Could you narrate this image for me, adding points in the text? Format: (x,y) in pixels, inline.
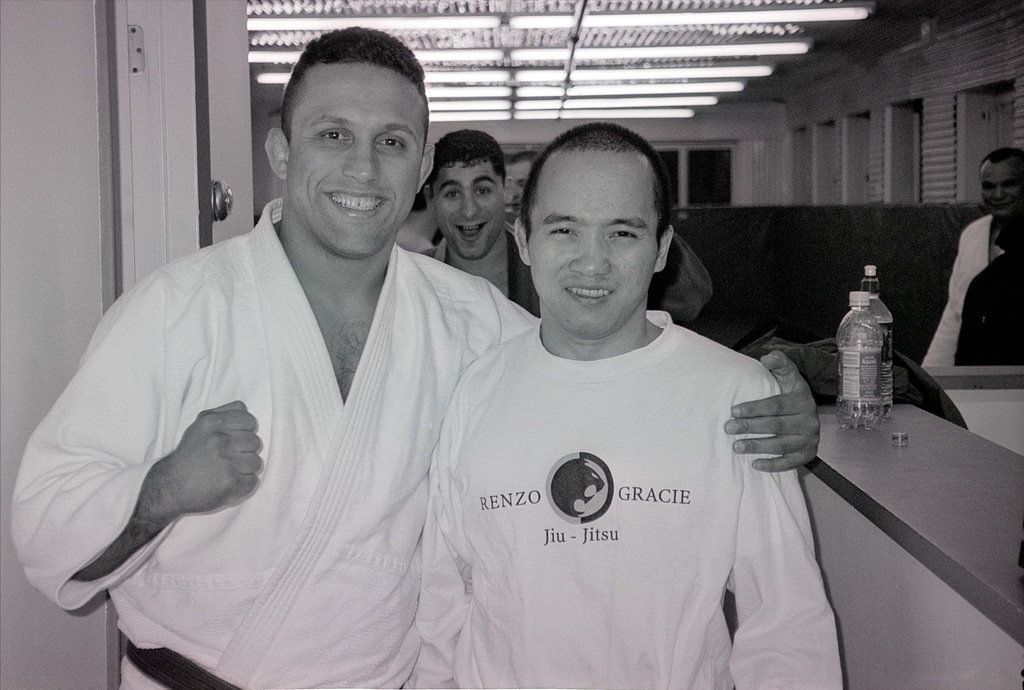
In the image few people (673,549) are standing and smiling. Behind them there is a wall (783,287), on the wall (783,287) there are some bottles (865,300). At the top of the image (882,20) there is ceiling (882,20) and lights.
